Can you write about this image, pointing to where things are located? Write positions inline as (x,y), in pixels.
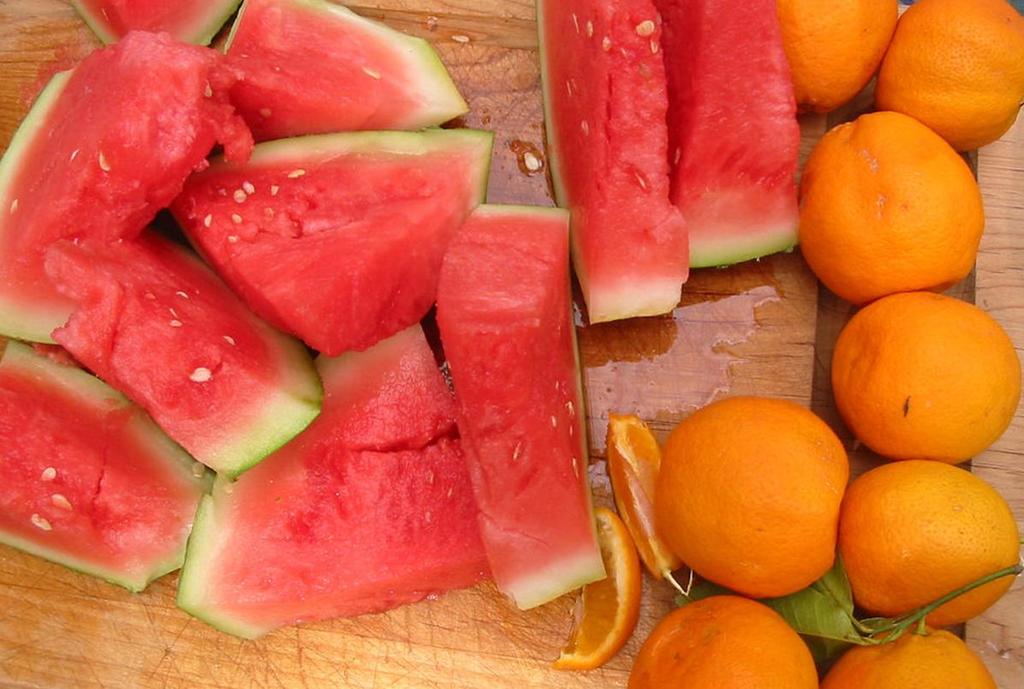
In this picture we can observe two different types of fruits (838,39) placed on the brown color table (712,355). We can observe watermelon (134,272) and oranges (759,504). This watermelon (543,262) was made into some pieces (359,270).
